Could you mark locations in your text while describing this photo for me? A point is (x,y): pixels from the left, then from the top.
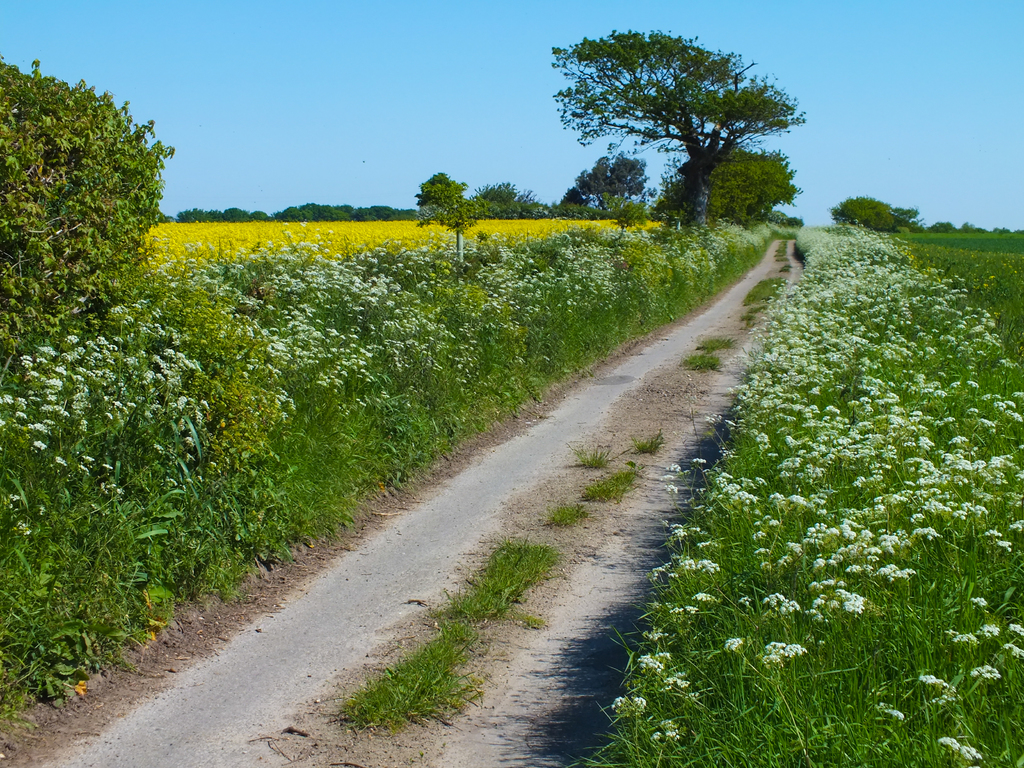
In the center of the image (450,287) we can see some plants (617,256), flowers (852,251), trees (762,208). At the bottom of the image (546,610) we can see road (495,635), grass (511,601). At the top of the image (415,64) we can see the sky (523,175).
